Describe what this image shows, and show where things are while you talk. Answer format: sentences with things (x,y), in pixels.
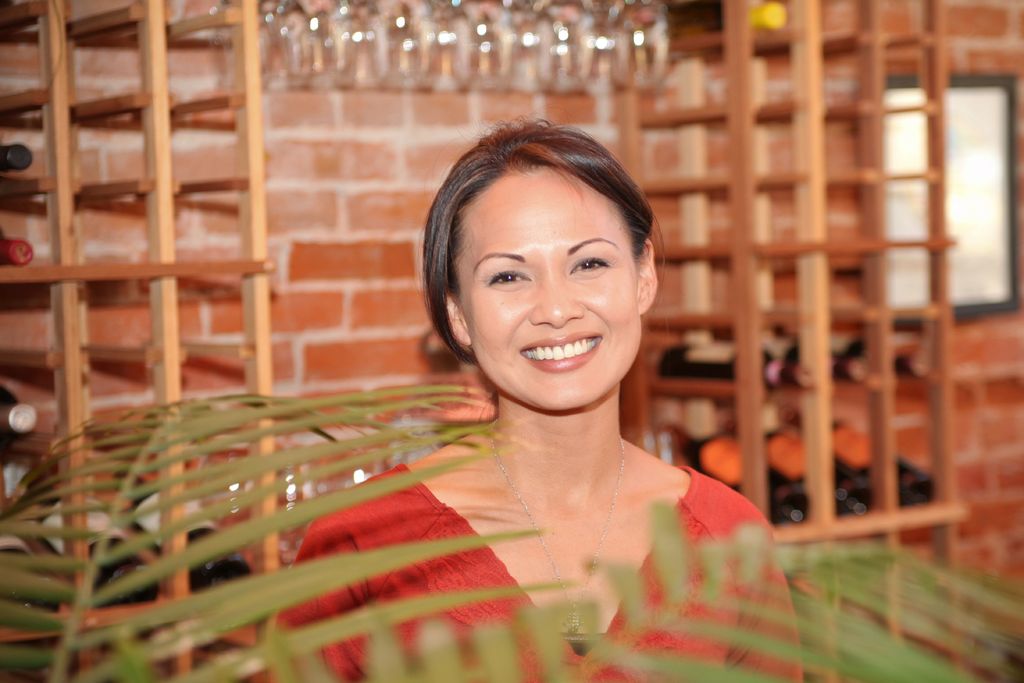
This image consists of a woman (599,604) in the middle (459,450). She is wearing a red dress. She is smiling. There is a plant (838,623) in front of her. There are bottles (154,519) on the left side (10,157) and right side (715,353). There are glasses (391,63) at the top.
